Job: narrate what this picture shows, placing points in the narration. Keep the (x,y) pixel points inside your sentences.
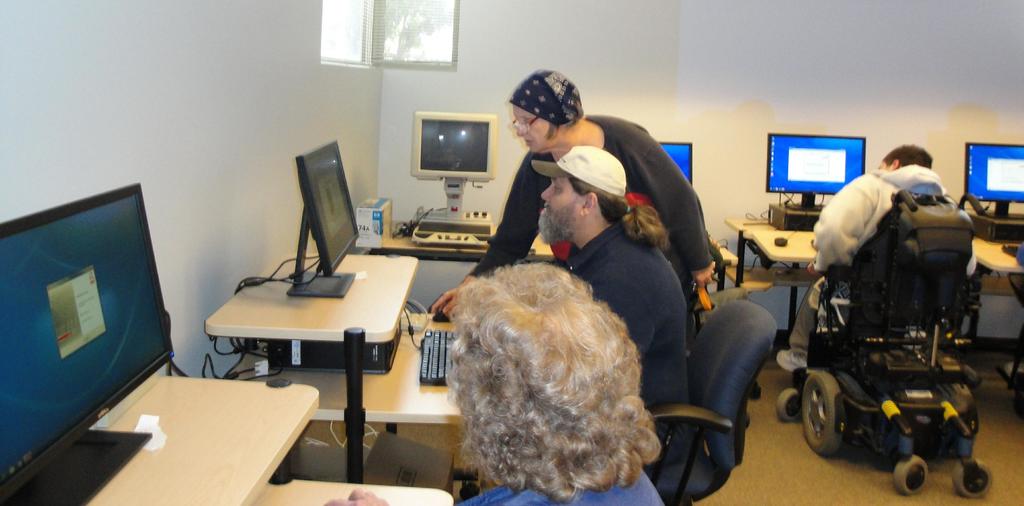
in the picture we can see a lab (740,214) in which three people (667,282) are sitting in front of the systems (54,223) on the table (260,331) and one person (621,134) is standing.
